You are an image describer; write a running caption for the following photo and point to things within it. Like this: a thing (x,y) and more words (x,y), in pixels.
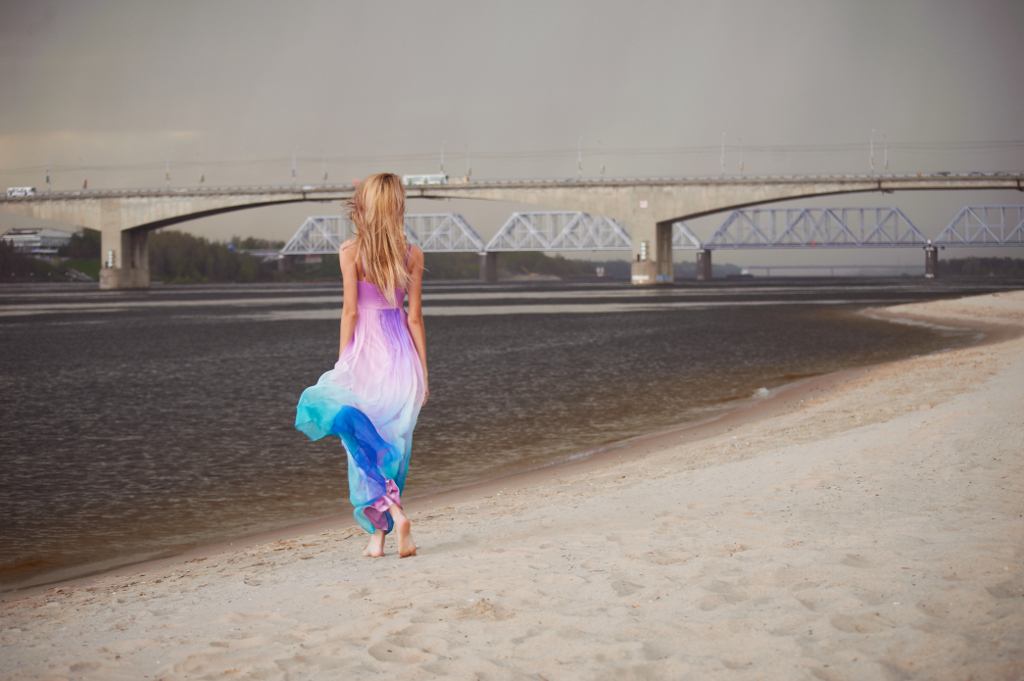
This picture is clicked outside. On the left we can see a person (384,299) wearing frock (359,489) and walking on the mud (421,590) and we can see a water body (300,347), bridge (174,212), metal rods (889,221), trees (249,276), sky (769,259) and some other objects (24,241).
